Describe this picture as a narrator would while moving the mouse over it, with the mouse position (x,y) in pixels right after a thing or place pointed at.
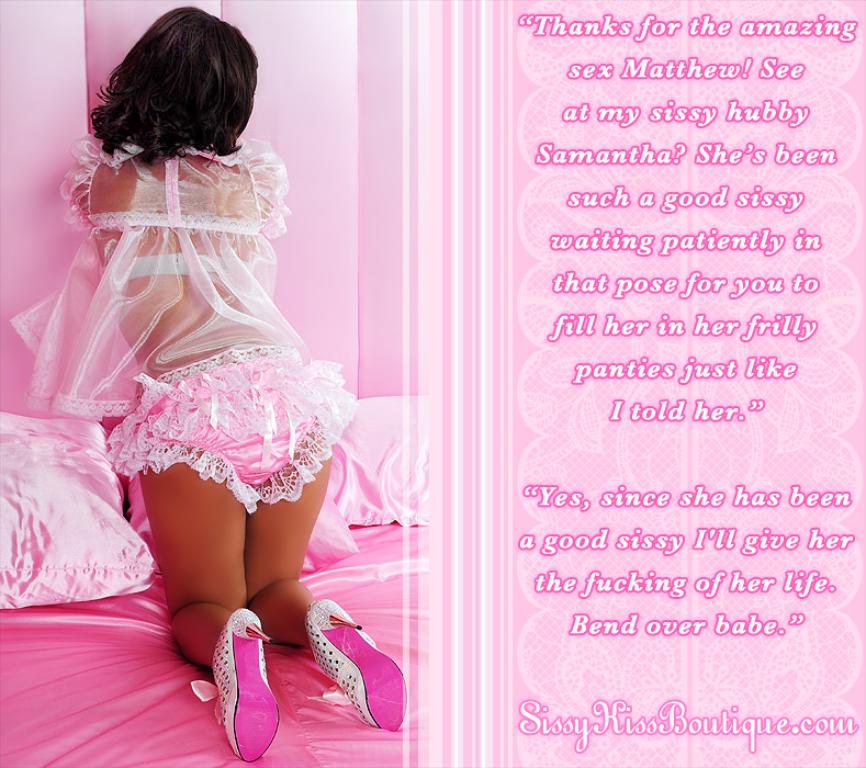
In this image there is a person (233,531) kneeling on the bed (129,620), beside that there is some text (784,270).
